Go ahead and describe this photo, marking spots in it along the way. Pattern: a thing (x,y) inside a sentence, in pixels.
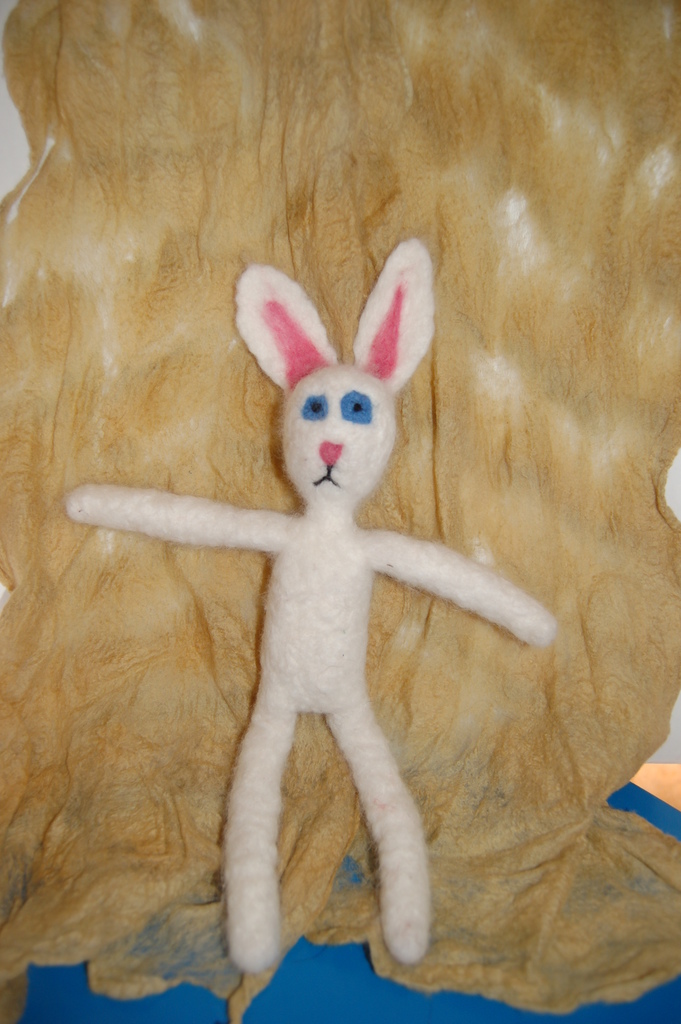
In this image we can see a soft toy (339,474) placed on the cloth (373,627).
